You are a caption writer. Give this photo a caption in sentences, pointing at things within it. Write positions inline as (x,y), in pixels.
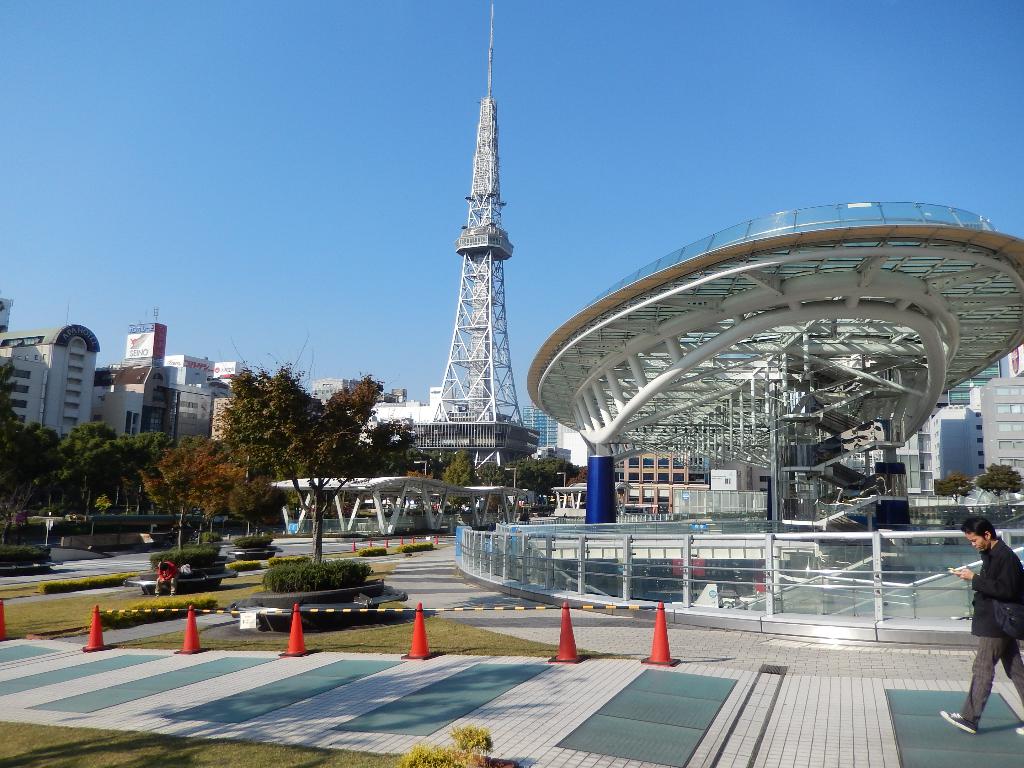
In this image we can see a tower (488,279), sky (603,195), trees (250,428), buildings (170,396), name boards (130,349), person (974,584) walking on the road (378,710), traffic cones (573,657), bushes (281,573), shrubs (297,574), grass (77,607) and poles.
